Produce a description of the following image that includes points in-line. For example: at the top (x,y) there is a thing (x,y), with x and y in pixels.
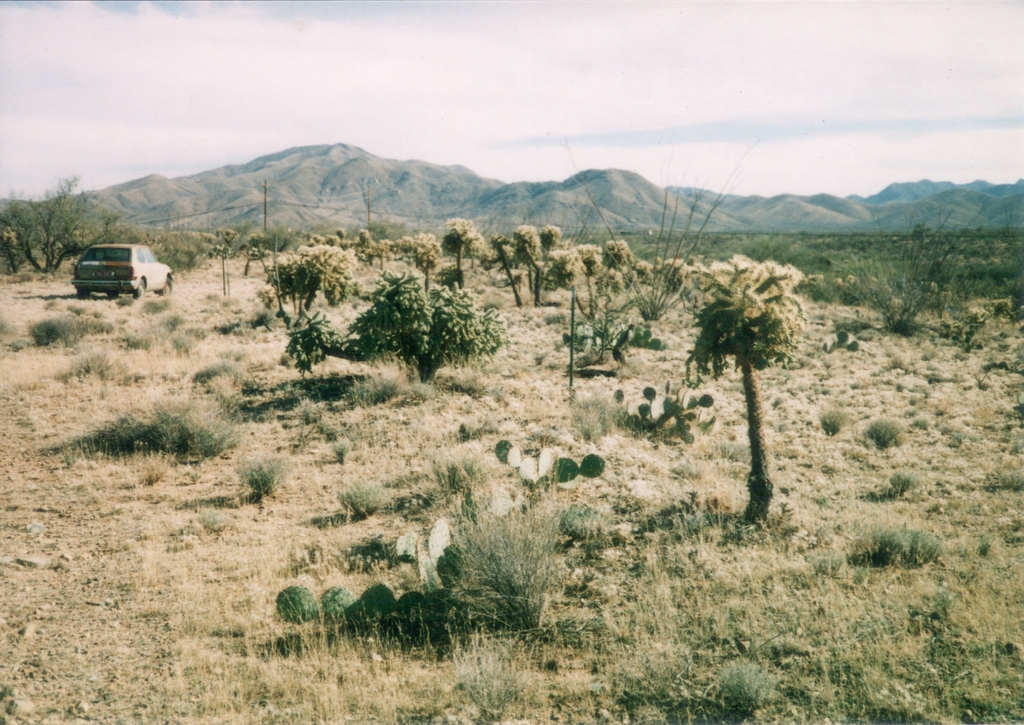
In this image, we can see a car (150,289), trees (709,317) and at the bottom (354,618), there is ground (564,497) with some cactus plants (553,465). In the background (433,183), there are hills (527,187).
